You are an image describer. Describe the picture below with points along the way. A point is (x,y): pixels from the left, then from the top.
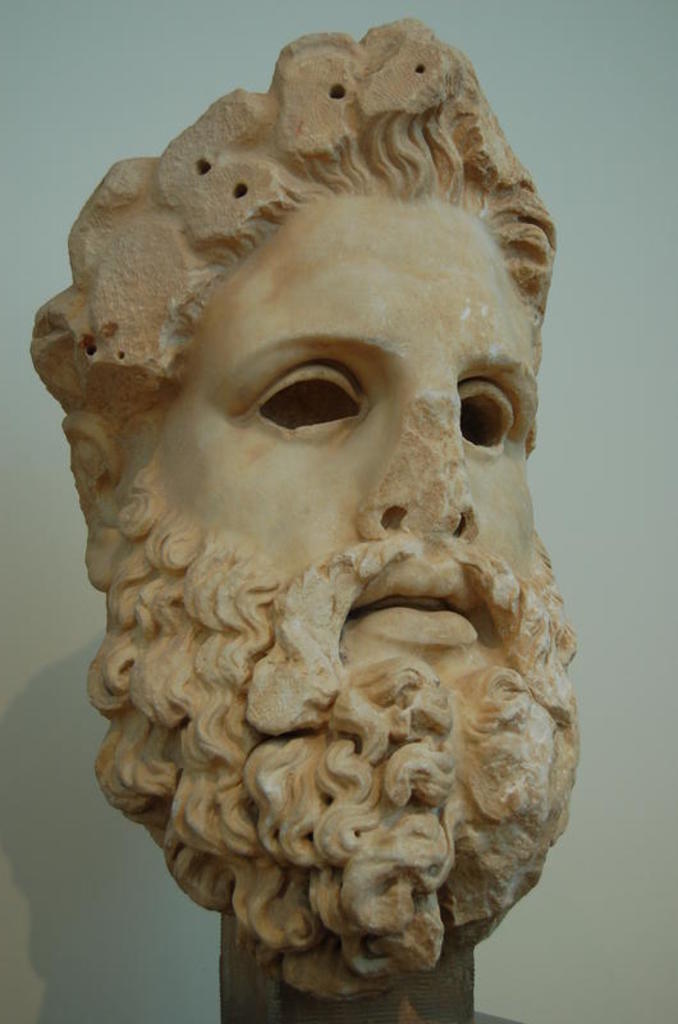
In this image there is a sculpture (373,374) of a man (353,465) who has a beard (335,610).
